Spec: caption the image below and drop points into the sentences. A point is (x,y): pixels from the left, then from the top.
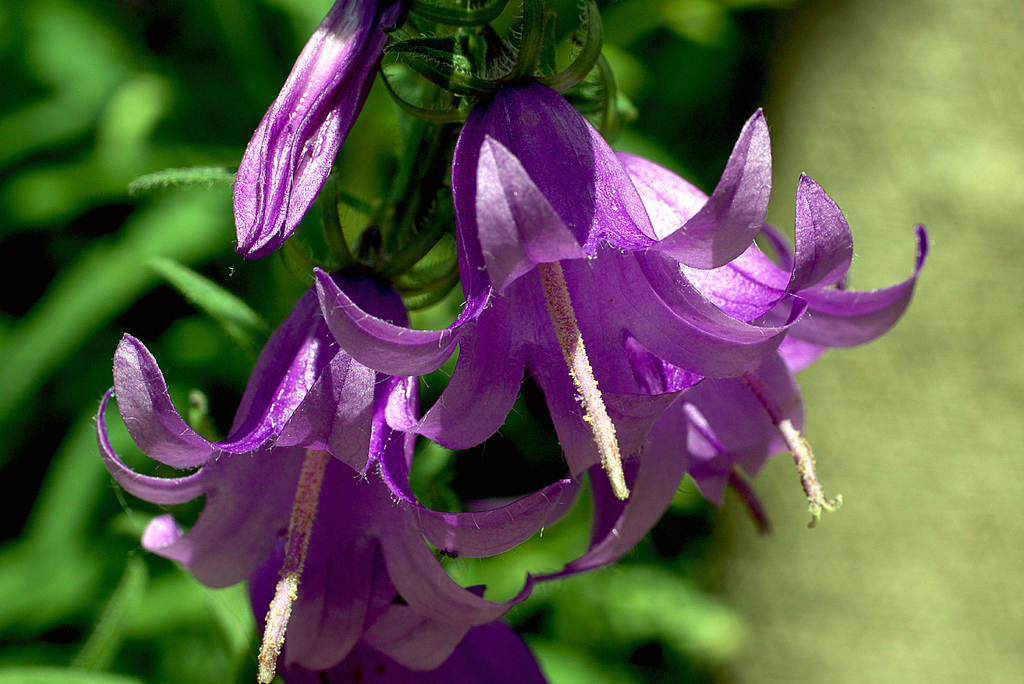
In this image we can see flowers (482,382) which are in purple color. In the background (241,366) there are leaves (227,318).
